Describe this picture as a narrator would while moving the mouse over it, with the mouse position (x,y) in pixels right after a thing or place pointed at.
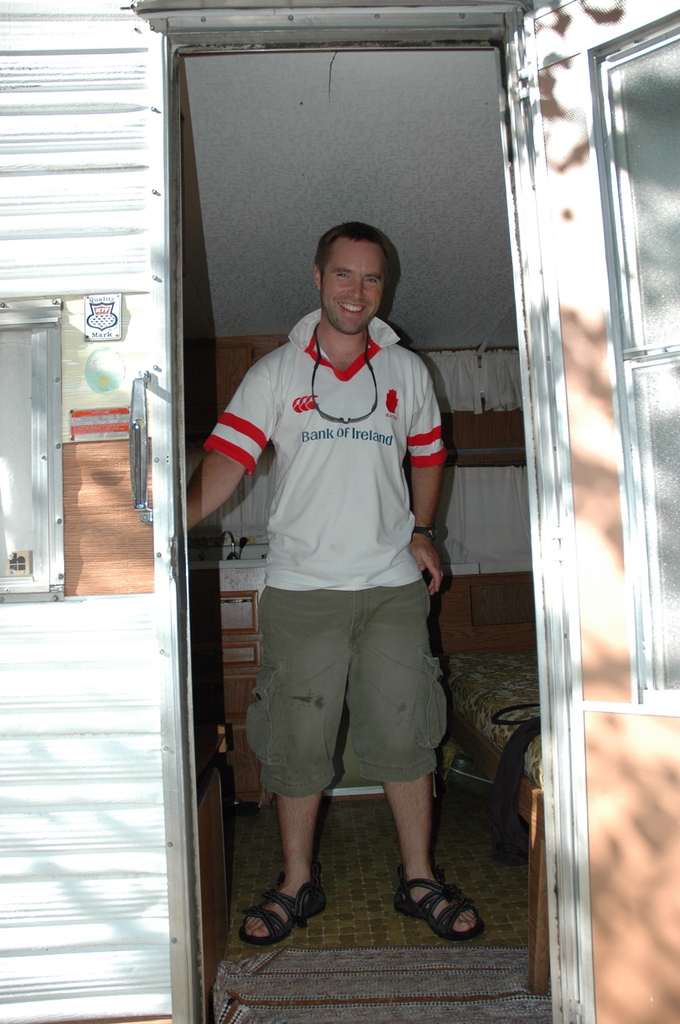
Here I can see a man (370,732) standing inside a room (483,537), smiling and giving pose for the picture. On the right side (656,213) there is a window (666,367) to the wall (612,651). On the left side (91,439) there is a door (102,490). Beside this man (322,706) there is a bed (524,694).
